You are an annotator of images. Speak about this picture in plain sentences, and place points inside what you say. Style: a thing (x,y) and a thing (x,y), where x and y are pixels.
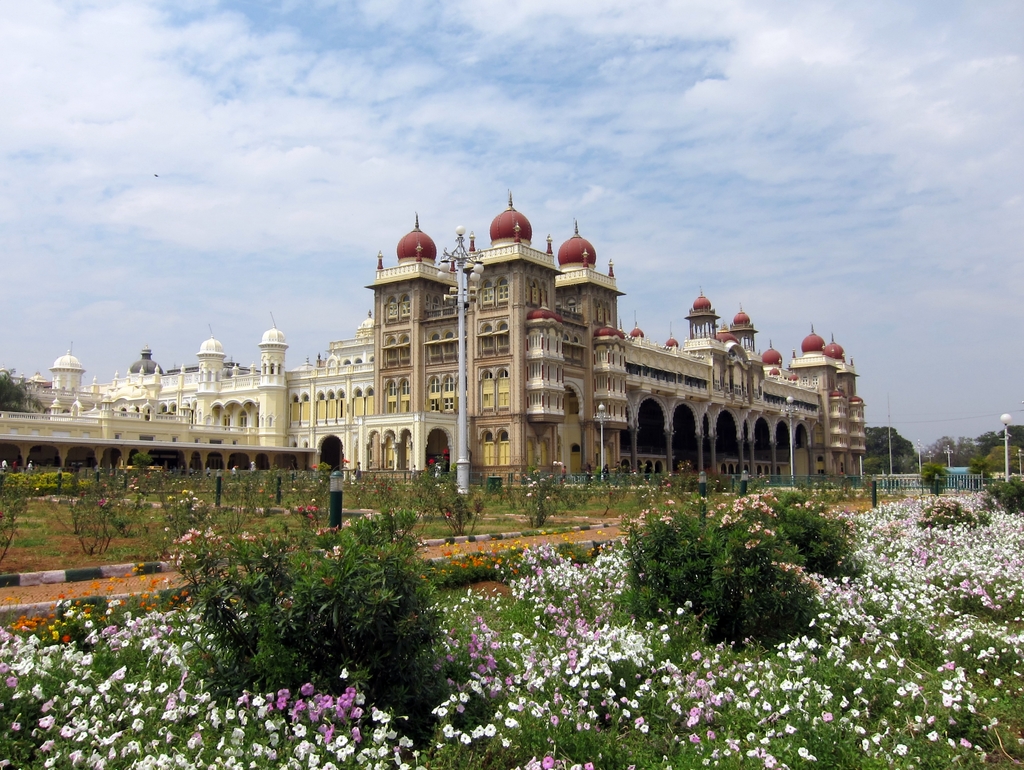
In this image there is a building (648,376) in-front of that there is a garden (87,627) with so many flower plants (267,676) and pole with some lights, behind the building (804,389) there are some trees (970,454).
